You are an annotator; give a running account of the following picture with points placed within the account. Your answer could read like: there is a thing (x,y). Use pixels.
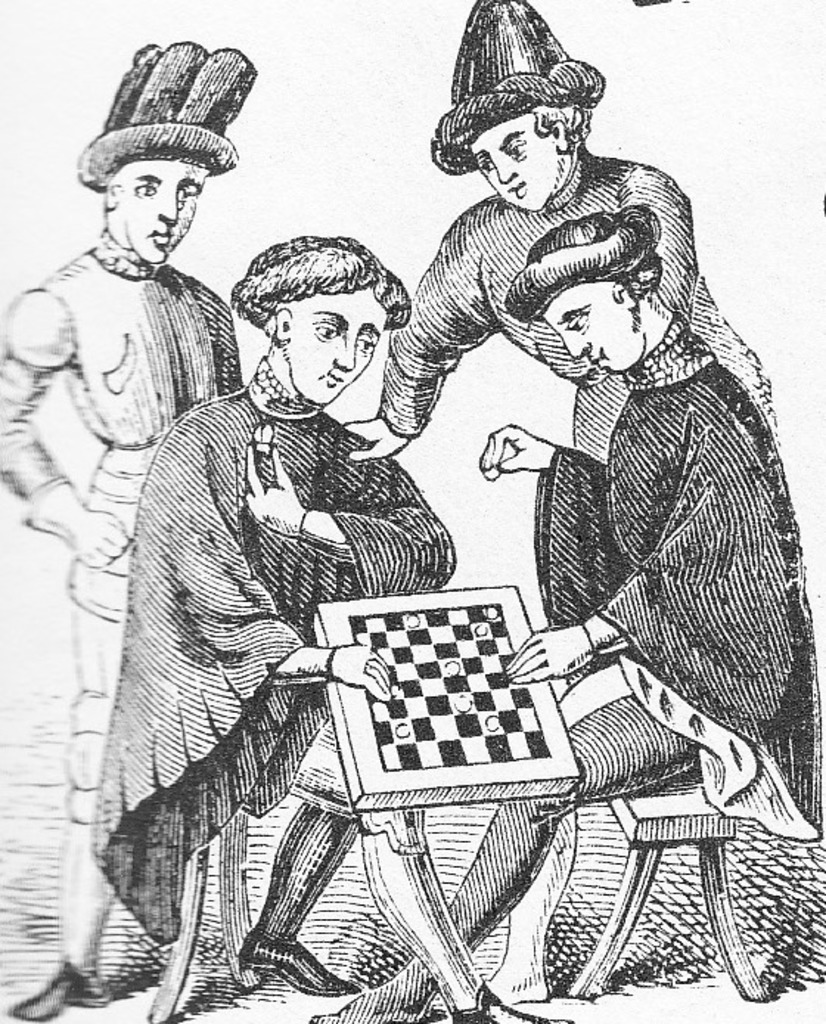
In this image we can see a painting (714,595). Two men (589,733) are sitting and two men (611,188) are standing. In the middle of the image (441,628) chess board (451,658) is there.
